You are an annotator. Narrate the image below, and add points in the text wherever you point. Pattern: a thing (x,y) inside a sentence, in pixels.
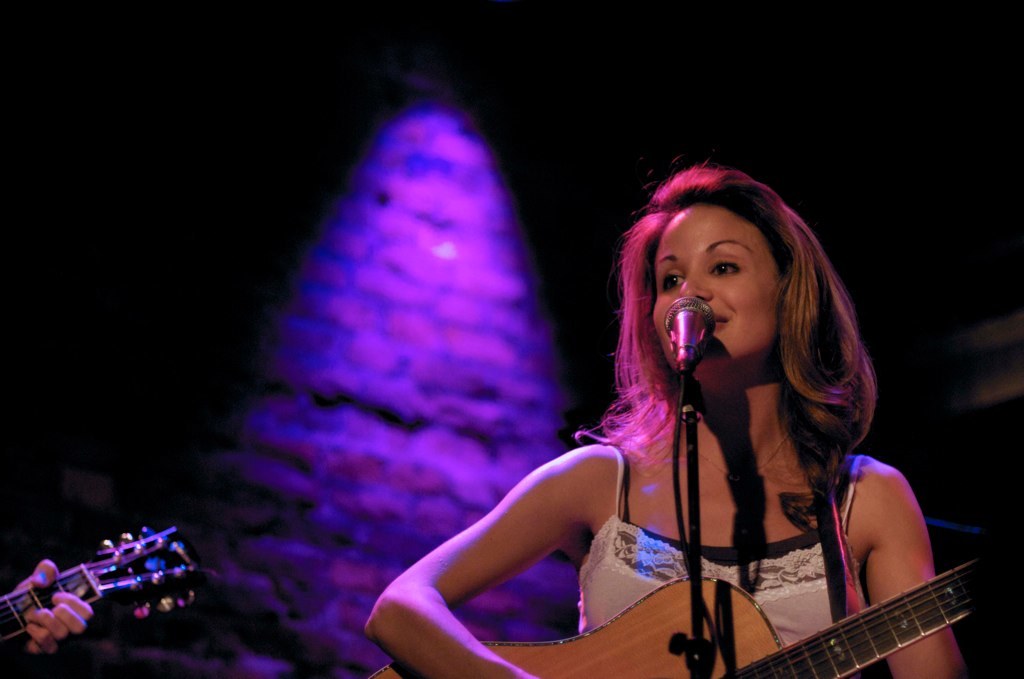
In this picture there is a lady (633,284) who is standing at the right side of the image (724,294), by holding a guitar (757,671) in her hand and there is mic (700,315) in front of her.
